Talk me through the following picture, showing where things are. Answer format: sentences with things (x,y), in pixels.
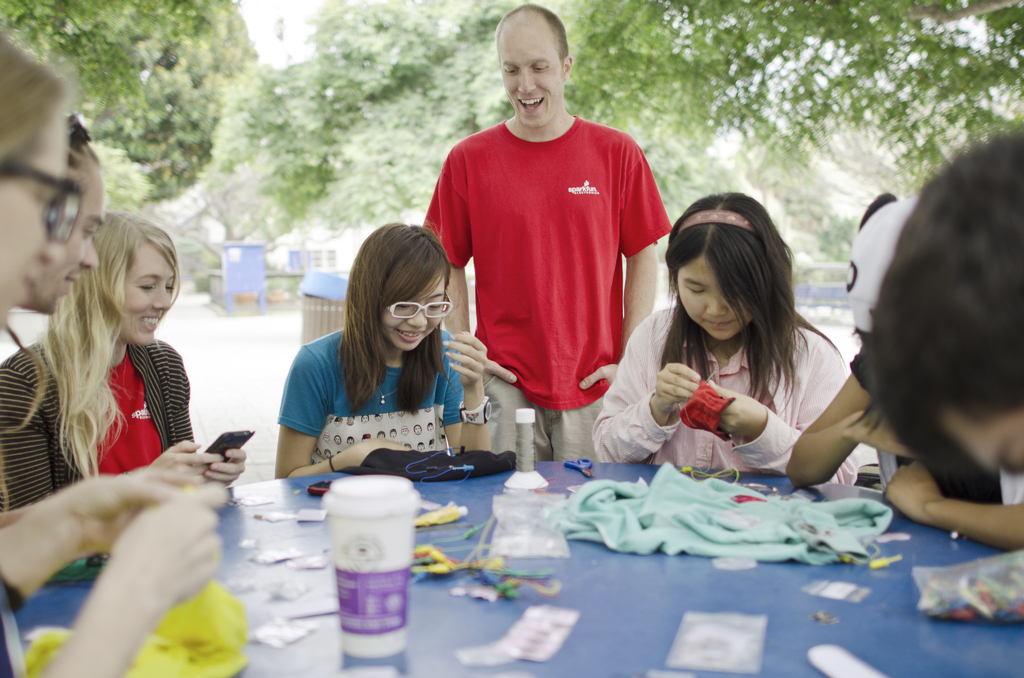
There are many people (152,357) sitting around a table (583,601). On the right (802,383) lady (784,398) wearing a pink dress (679,429) is doing a craft (711,400). Behind her a person (566,236) wearing a red t shirt (555,212) is standing. Also a girl (380,406) wearing a blue t shirt (328,408), specs (417,306) and watch (483,405). On the left (100,404) a woman (129,405) is holding a mobile (231,438). On the table (589,590) there are bottles (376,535), clothes (583,514) and many other item (548,521). In the background (738,110) there are trees (318,120) and boxes (320,286).
